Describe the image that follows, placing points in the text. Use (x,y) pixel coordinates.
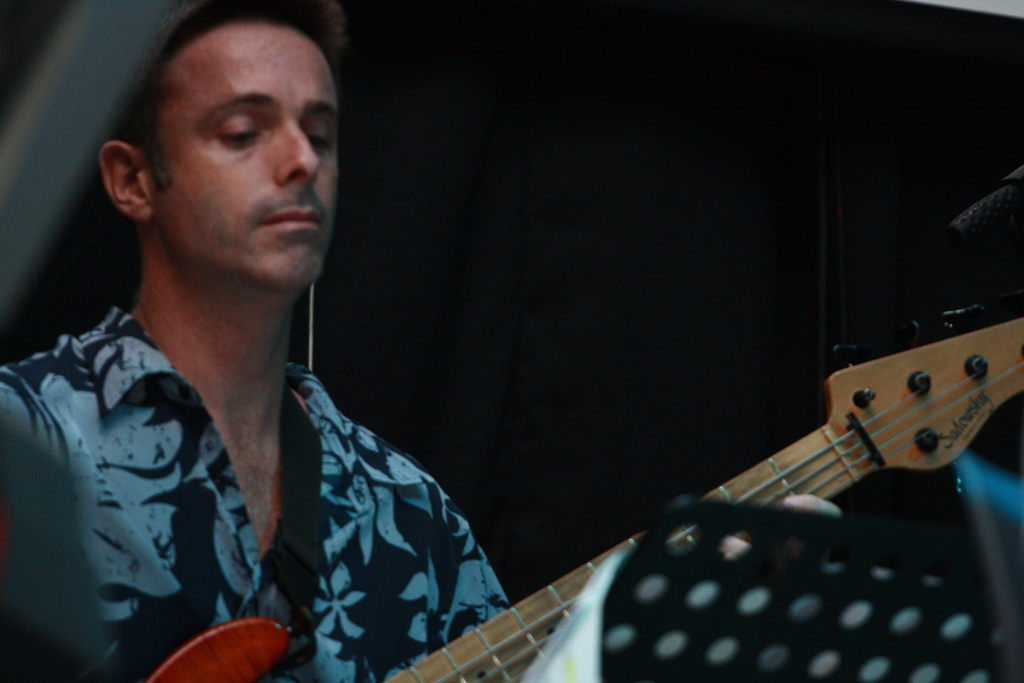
In this image there is a person (220,471) wearing blue color shirt (274,565) playing guitar (917,437).
